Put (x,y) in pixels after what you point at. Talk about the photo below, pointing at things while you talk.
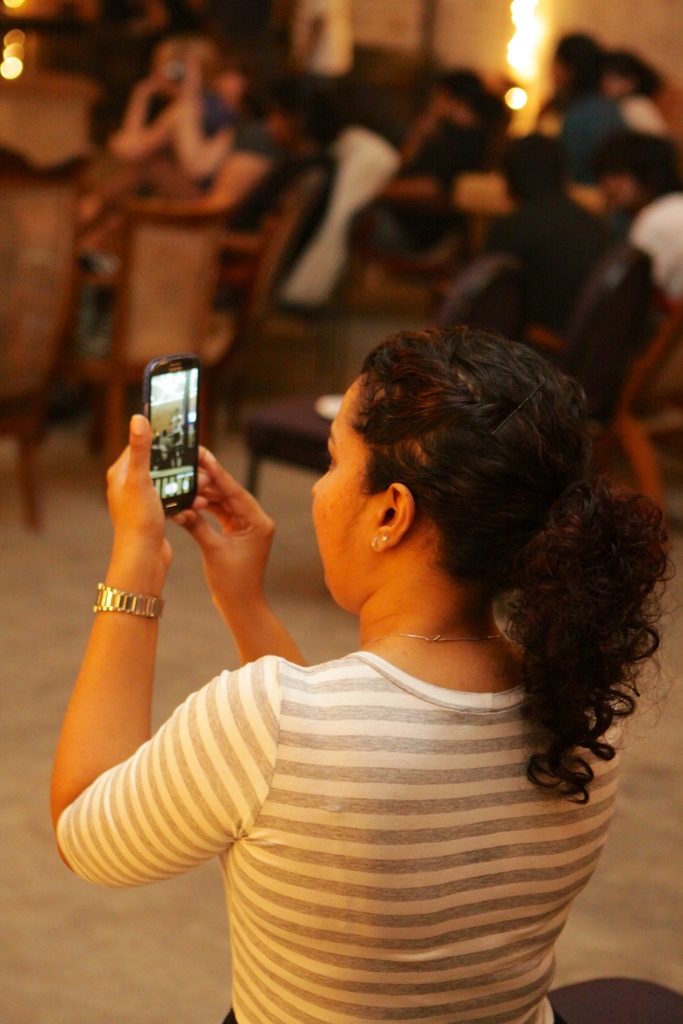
This is a picture of a woman (323,834) in white t shirt (323,774) holding a mobile (173,451). She is wearing a watch (112,596) to her left hand (136,576). In front of the woman (292,666) there are group of people (219,121) sitting on chairs (184,278) and it is blurry.
